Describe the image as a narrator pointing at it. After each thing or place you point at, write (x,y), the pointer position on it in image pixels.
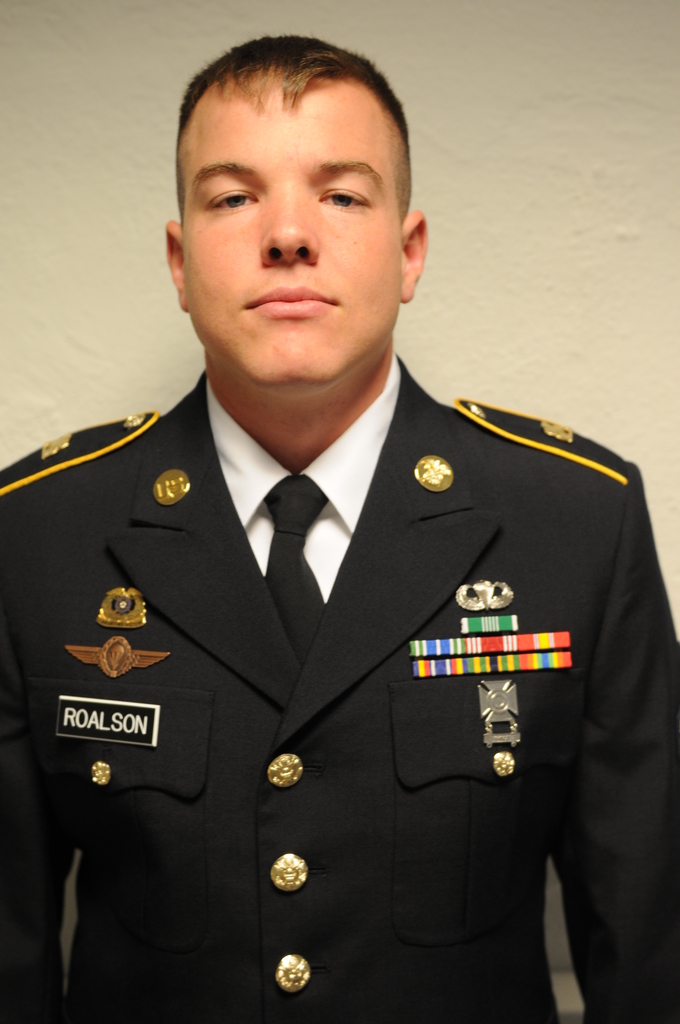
In this image I can see a person (136,472) standing wearing black and white uniform (388,784). I can also see tie (288,520) in black color, background wall (537,199) is in white color.
